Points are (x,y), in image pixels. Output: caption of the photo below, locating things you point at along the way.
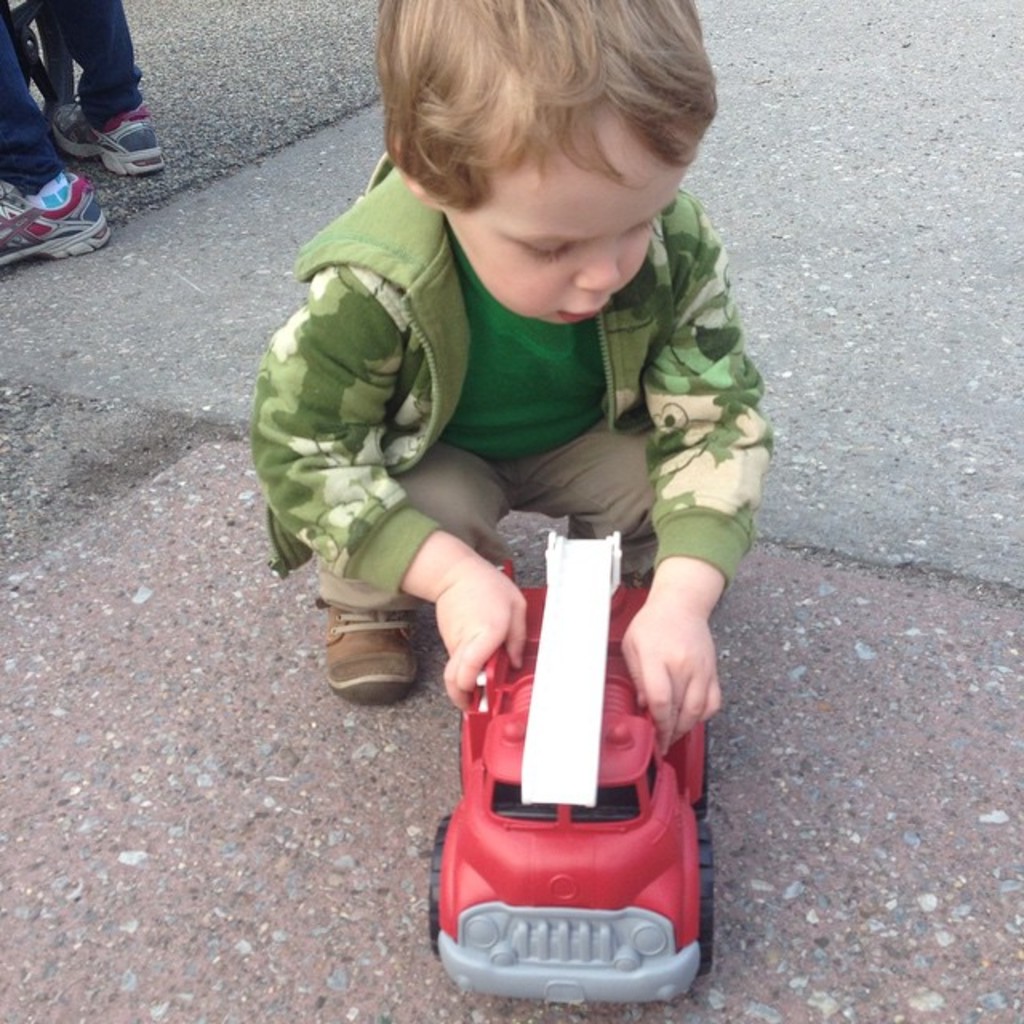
In this picture there is a boy (715,273) holding the toy (580,886). At the back (99,209) there is a person (158,143) standing at the vehicle (55,52). At the bottom (161,839) there is a floor (183,52).
